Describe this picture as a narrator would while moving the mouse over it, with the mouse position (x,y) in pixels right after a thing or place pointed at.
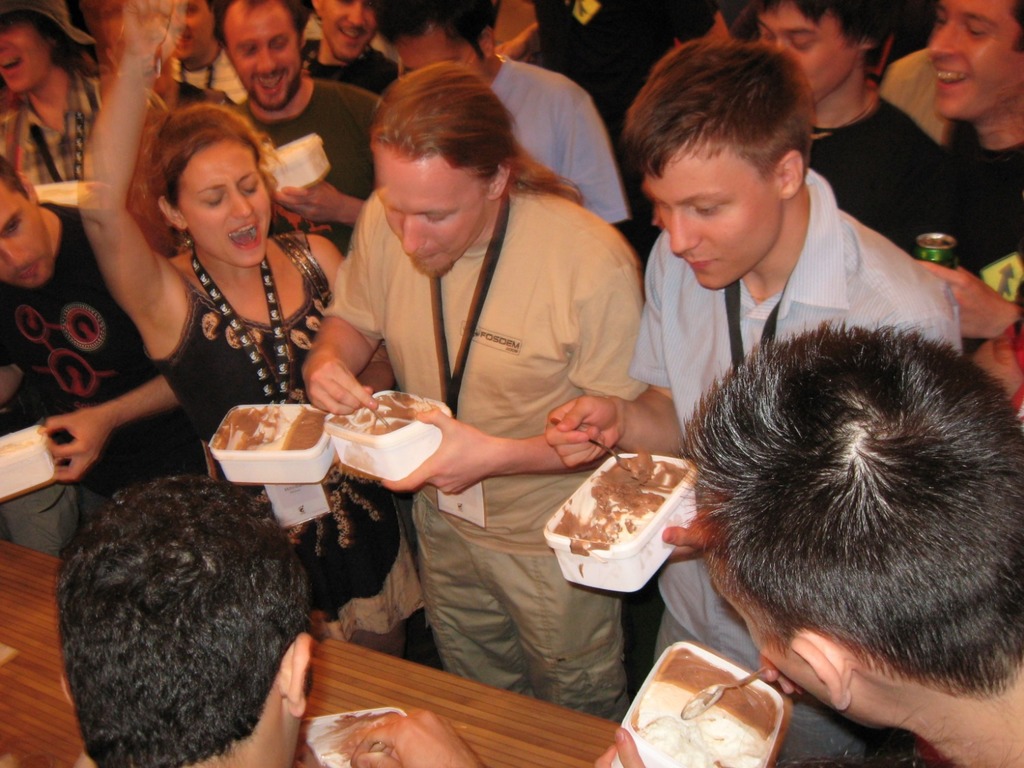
In this image we can see the persons (427,219) standing near the table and holding a box (646,538) and spoon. In that box (335,443), we can see some food item (655,707).
